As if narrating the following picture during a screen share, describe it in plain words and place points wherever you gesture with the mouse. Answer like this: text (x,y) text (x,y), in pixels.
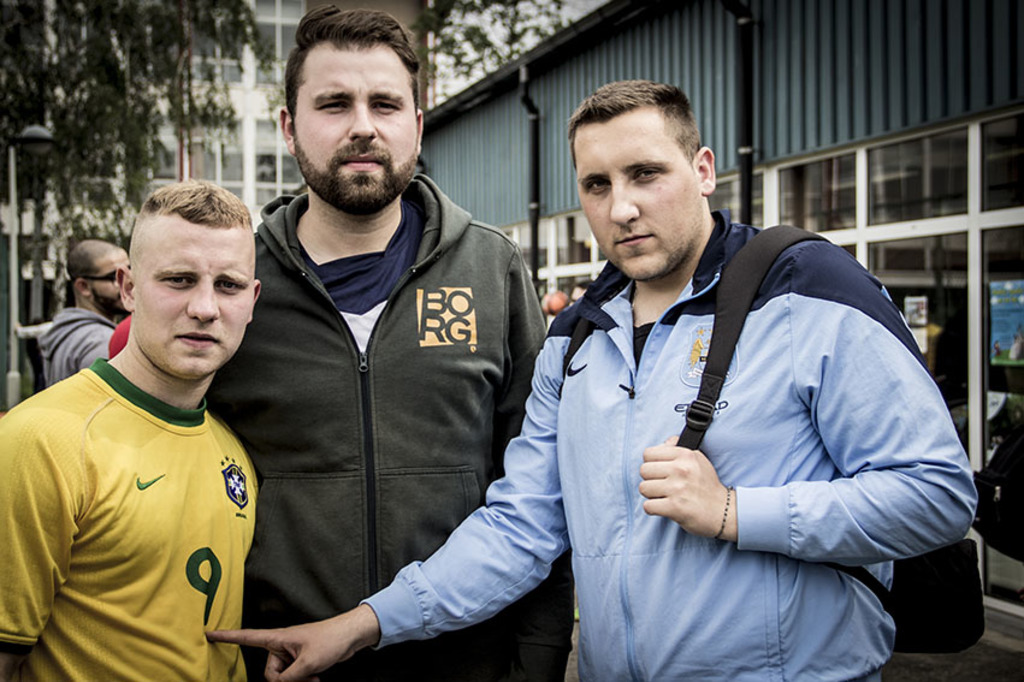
In this image I can see a person (158,545) wearing yellow colored t shirt (157,523), another person (378,451) wearing black colored jacket (381,445) and another person's (767,436) wearing blue colored jacket (734,441) are standing. In the background (848,112) I can see a building (864,105), few pipes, few trees (448,14), a person (102,271) standing and another building (239,116) which is white in color.
